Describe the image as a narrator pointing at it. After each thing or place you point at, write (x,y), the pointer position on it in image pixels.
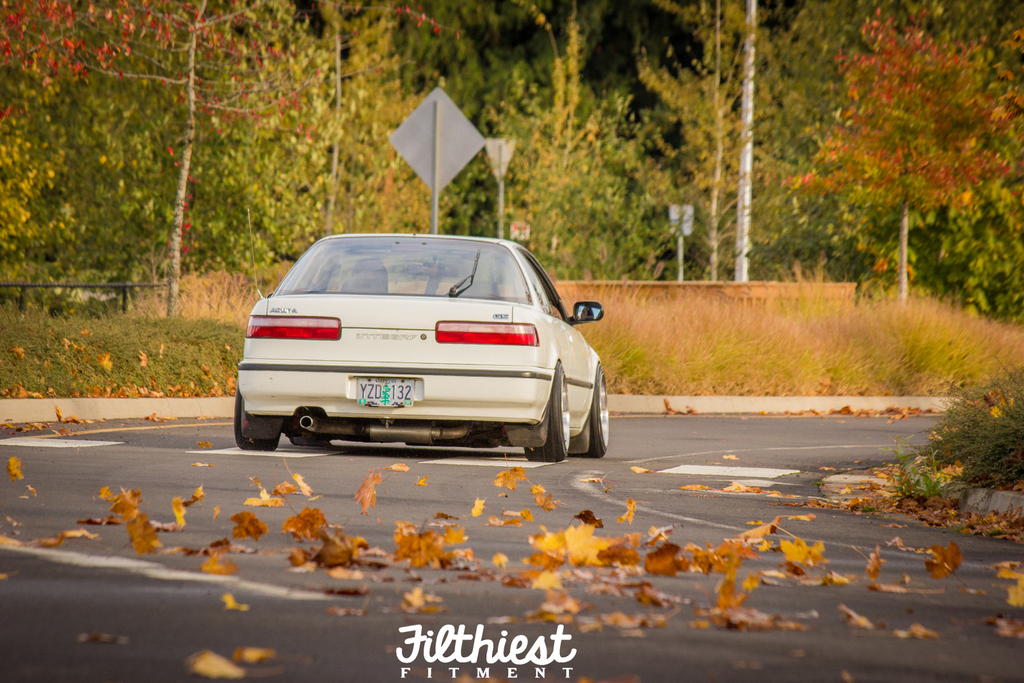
In this image I can see the vehicle (414,426) and the dried leaves (430,530) on the road (279,566). On both sides of the road (344,640) I can see the grass (835,326). In the background (563,268) I can see the boards (425,134) and many trees (688,106).
